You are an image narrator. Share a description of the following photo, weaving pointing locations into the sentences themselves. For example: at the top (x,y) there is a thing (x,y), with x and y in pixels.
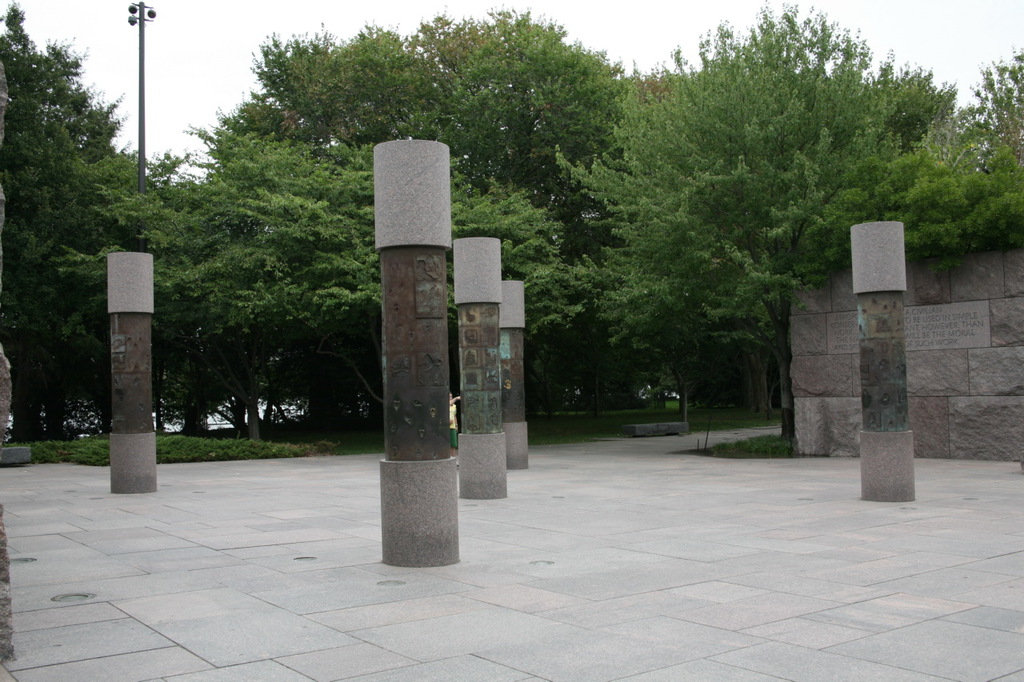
Here we can see pillars (519,422) on the floor (554,578) and to each pillar (415,341) in the middle (415,350) there is a metal item (396,358). In the background (455,412) we can see a person (450,439) standing on the floor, trees (970,194), pole (143,84), wall (975,354) and sky (171,75).
